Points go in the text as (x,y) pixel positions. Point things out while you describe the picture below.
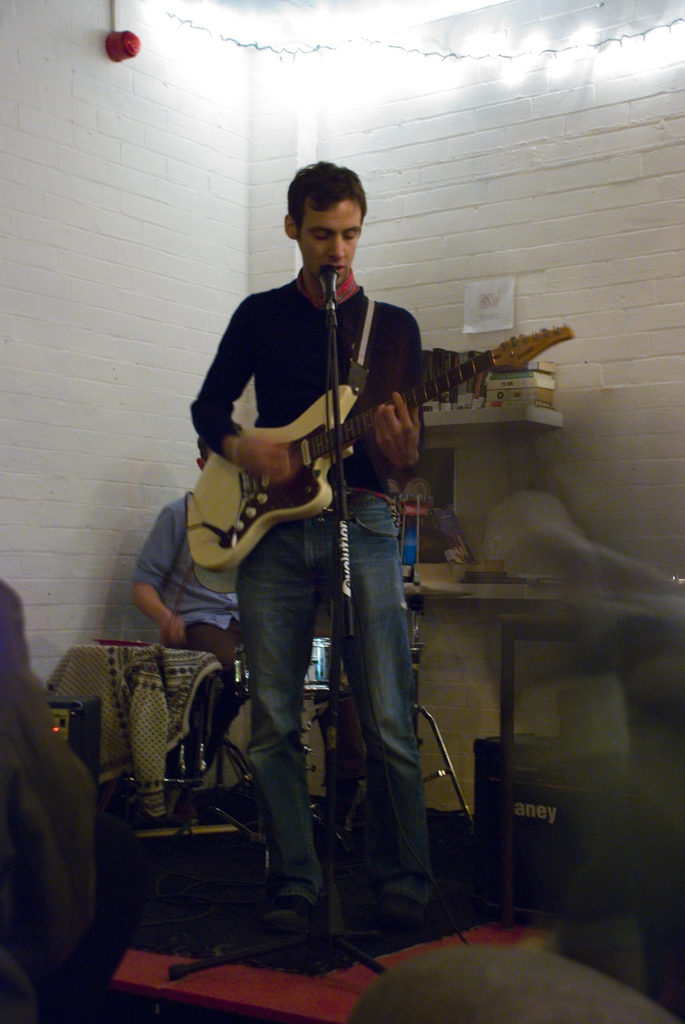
This picture is taken in a room (622,630), There is a man (366,714) standing in the middle (235,491) and holding a music instrument (246,498) which is in yellow color and there is a microphone (347,548) in black color, In the background (11,123) there is a white color wall (66,175) and there are some lights (266,47) on the top (269,46).
